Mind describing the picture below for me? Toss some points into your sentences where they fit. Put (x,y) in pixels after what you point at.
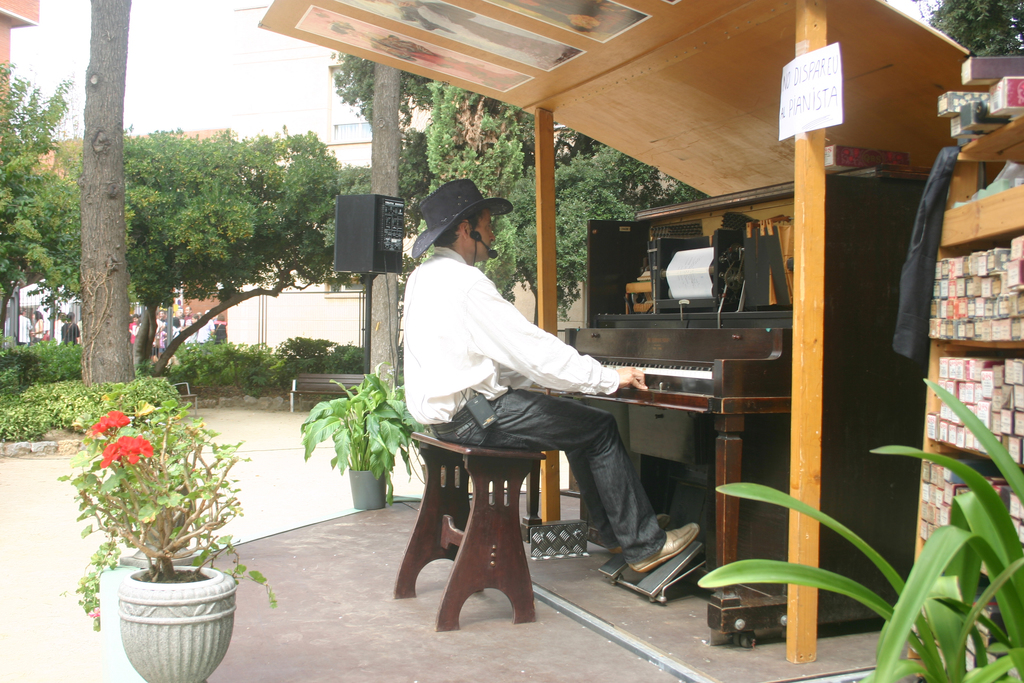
In the image on the left side (160,591) there is a pot (126,587) with plant (122,472). There is a man (459,223) with a hat (462,205) and mic (496,253) is sitting on the wooden stool (451,481) in front of him there is a piano (672,356). He is sitting under the wooden roof (734,102) and also there are poles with paper (786,74). On the right corner of the image (942,260) there is a cupboard (1007,357) with many items (975,408) in it. And also there are leaves (965,556). In the background (85,313) there are trees (300,214), small plants (236,369) and also there is a bench (329,379). Behind the trees (111,301) there are people (194,322) and also there are buildings (320,135).
